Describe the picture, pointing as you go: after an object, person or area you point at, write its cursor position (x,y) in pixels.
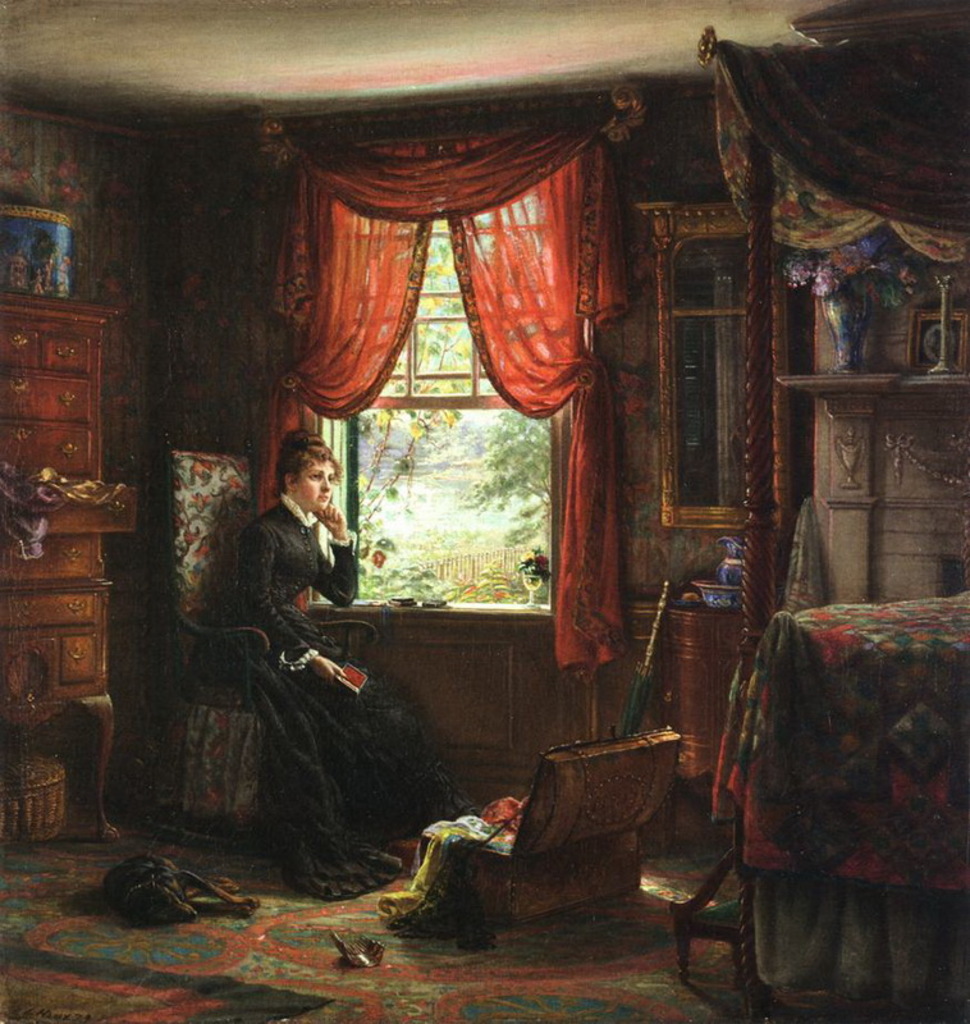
This is a painting. On the left side (87,638) there is a cupboard (73,545). Below the cupboard (62,409) there is a basket (45,777). Near to that there is a chair (193,560). On that a lady (272,591) is sitting. Near to the lady (286,610) there is a window (433,358) with curtains (502,240). On the right side (762,635) there is a cot (866,681) with bed sheet (884,685). In the back (849,327) there is a vase (847,305) with flowers (838,289). On the floor (312,909) there is a dog (153,875) and a box (517,834) with some clothes (446,836).
